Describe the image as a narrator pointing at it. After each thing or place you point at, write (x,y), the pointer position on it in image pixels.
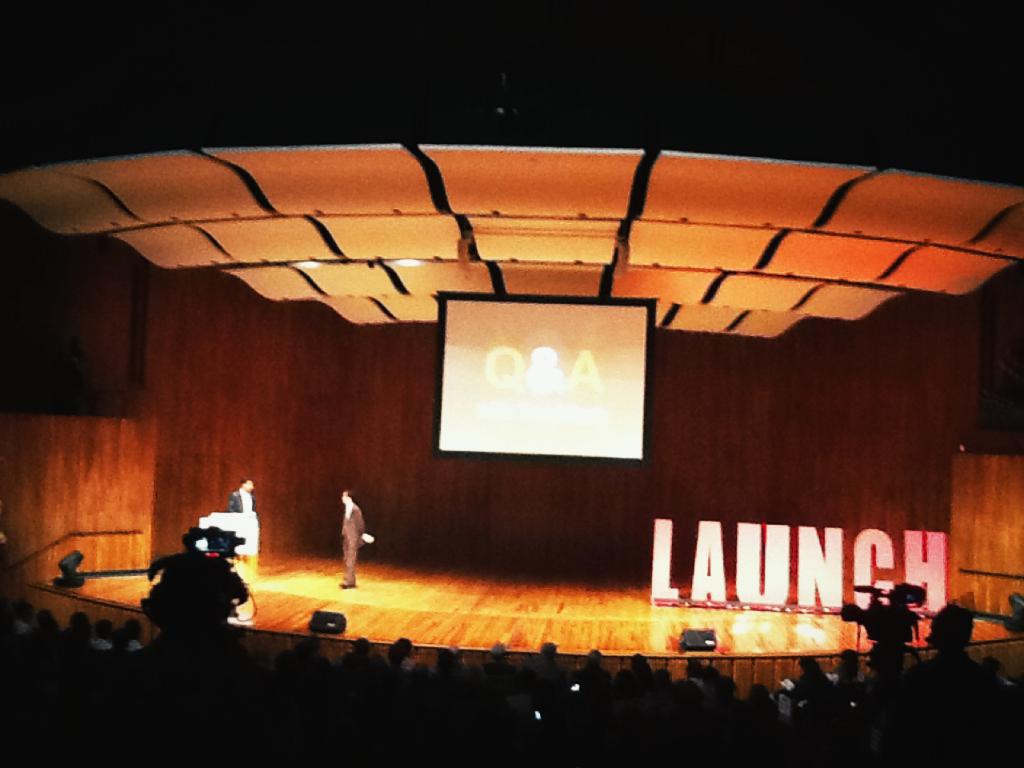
In the picture we can see a stage (261,608) with a wooden floor (372,597) on it we can see a man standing and front of him we can see another man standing and besides them we can see a name LAUNCH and to the ceiling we can see a screen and near the stage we can see many people (29,610) are sitting and one person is holding a camera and besides we can see one other camera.
